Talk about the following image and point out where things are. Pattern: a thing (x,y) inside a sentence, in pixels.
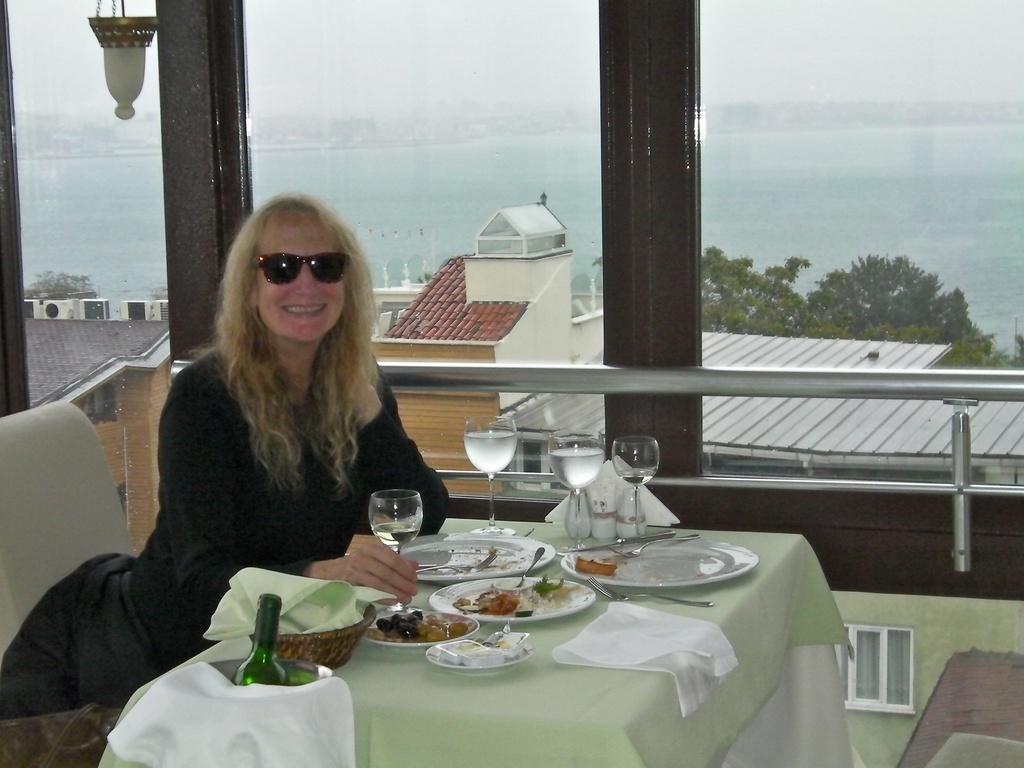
Here we can see a woman (199,577) sitting on a chair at the table (570,637). On the table (552,533) we can see food items (547,584), glasses (574,464) with liquid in it, plates (573,562), spoons (544,549), forks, tissue papers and some other items (296,605), At the bottom there is a wine bottle (261,673) in a bucket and there is a cloth (225,691) on the bucket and we can also see windows (576,137) and poles (617,56). Through the window glass door (394,269) we can see buildings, windows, AC's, trees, water (1021,301), mountain (815,113) and sky (879,23).
